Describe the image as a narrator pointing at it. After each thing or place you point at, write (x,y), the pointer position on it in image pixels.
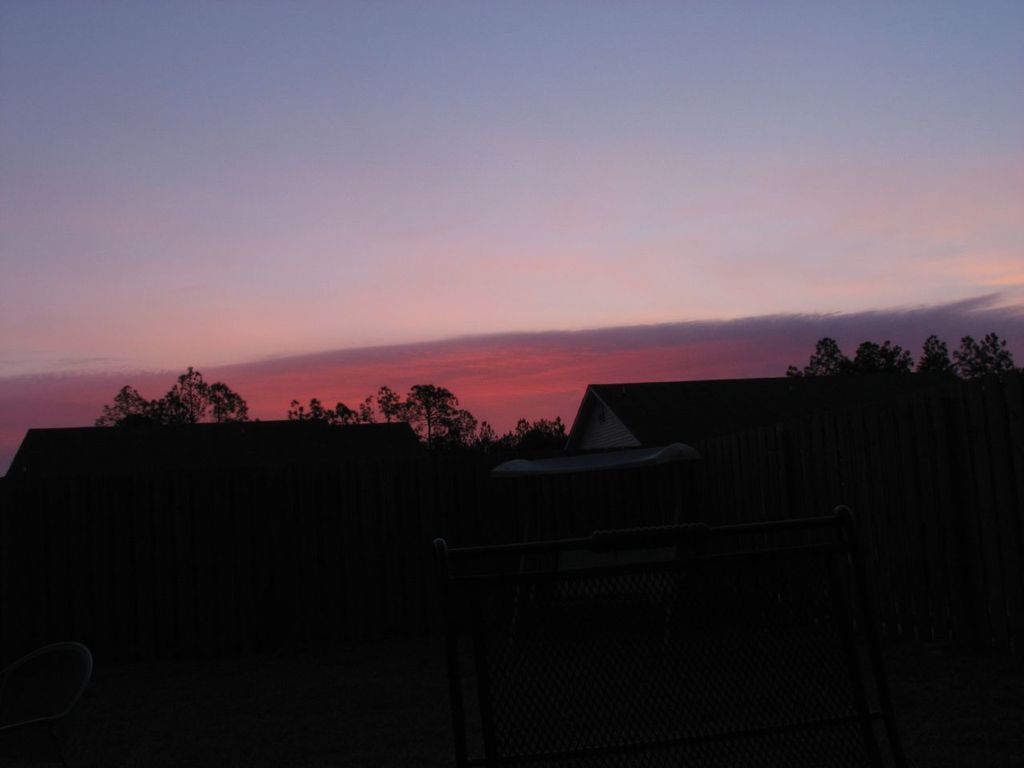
This picture is clicked outside. In the foreground (654,642) we can see the mesh (516,677), metal rods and some other objects (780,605). In the center (345,420) we can see the houses (278,426) and the trees (527,438). In the background (683,216) there is a sky (340,254).
